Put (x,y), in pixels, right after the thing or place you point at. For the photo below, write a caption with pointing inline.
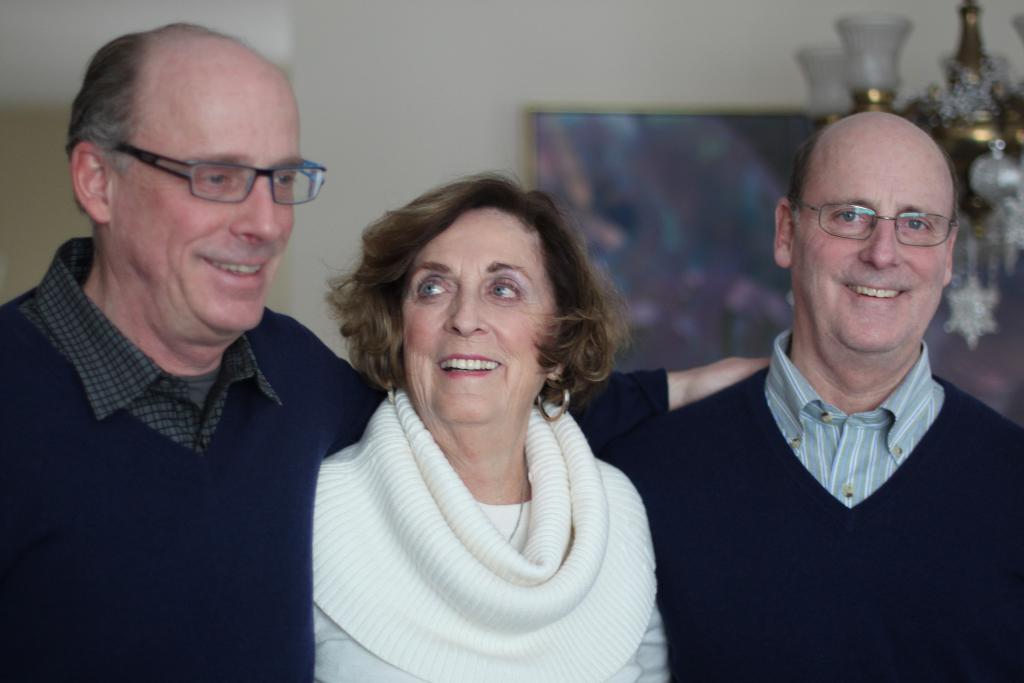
In this image, we can see three persons (655,533) are there side by side and smiling. On the right side of the image (863,284), we can see a person (869,246) is watching. Background (608,94) we can see the blur view. Here there is a wall (422,99), frame (628,127) and chandelier (862,45).
